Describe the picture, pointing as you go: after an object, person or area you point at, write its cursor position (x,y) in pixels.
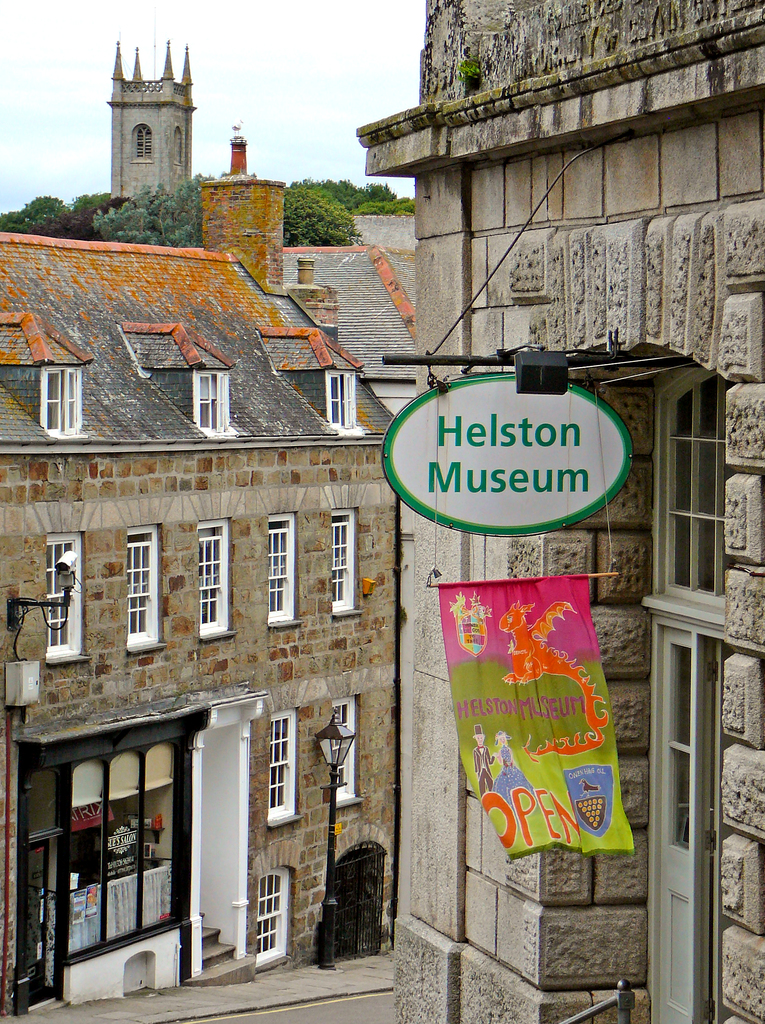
In this image we can see buildings (280,532), flag (525,649), board (505,465), light (542,369), street lights (322,943), road (357,1000), trees (187,219), castle (119,183) and sky (283,84).
